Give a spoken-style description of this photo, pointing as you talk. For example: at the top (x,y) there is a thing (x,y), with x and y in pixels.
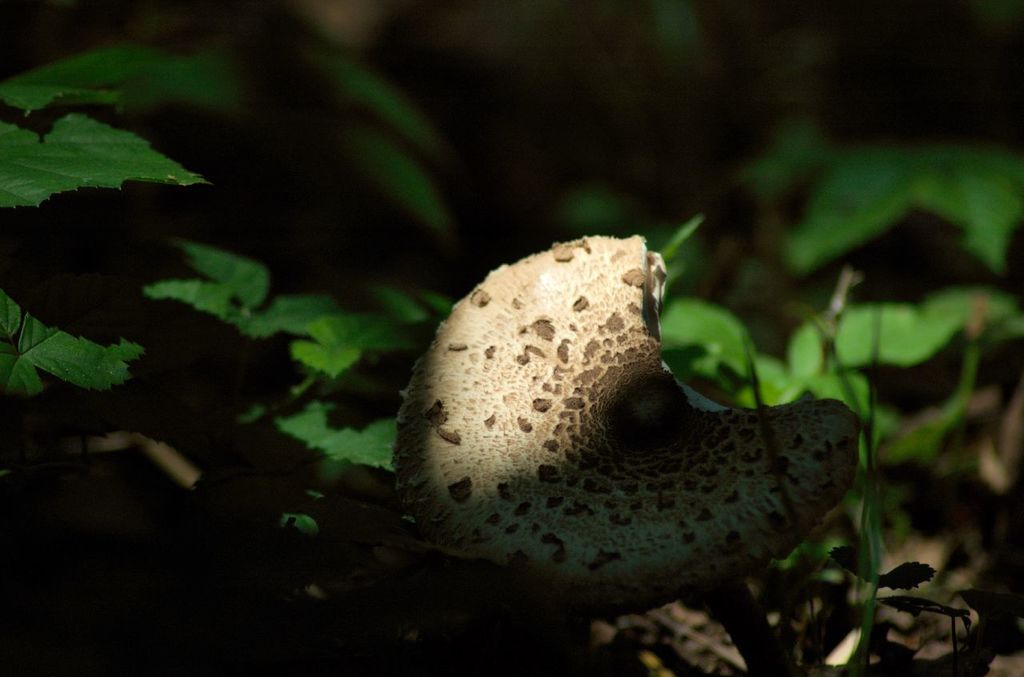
In this picture I can see there is a mushroom (423,377) and there are leaves (926,201) around it and the backdrop (334,25) is dark.
